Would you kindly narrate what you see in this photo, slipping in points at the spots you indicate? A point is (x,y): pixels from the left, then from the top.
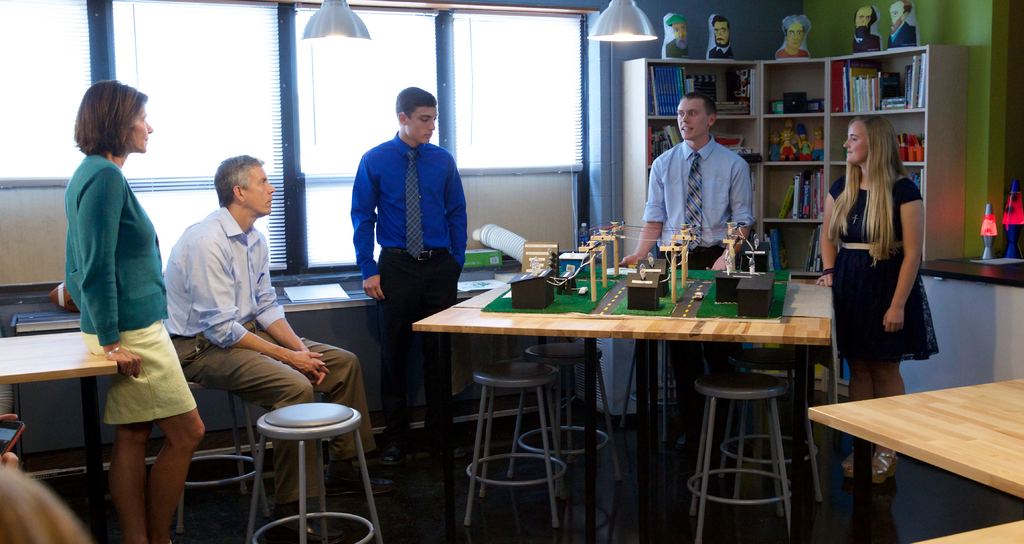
This rack (781,174) is filled with books (853,85) and toys (792,147). Above this rack (852,59) there are sculptures (856,50). On top (335,16) there are lights (348,14). These persons (852,220) are standing. On this table (660,324) there is a plan (731,275) for construction. Under the table (588,327) there are chairs (721,449). This person (232,365) is sitting on a chair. This is window (260,111).
